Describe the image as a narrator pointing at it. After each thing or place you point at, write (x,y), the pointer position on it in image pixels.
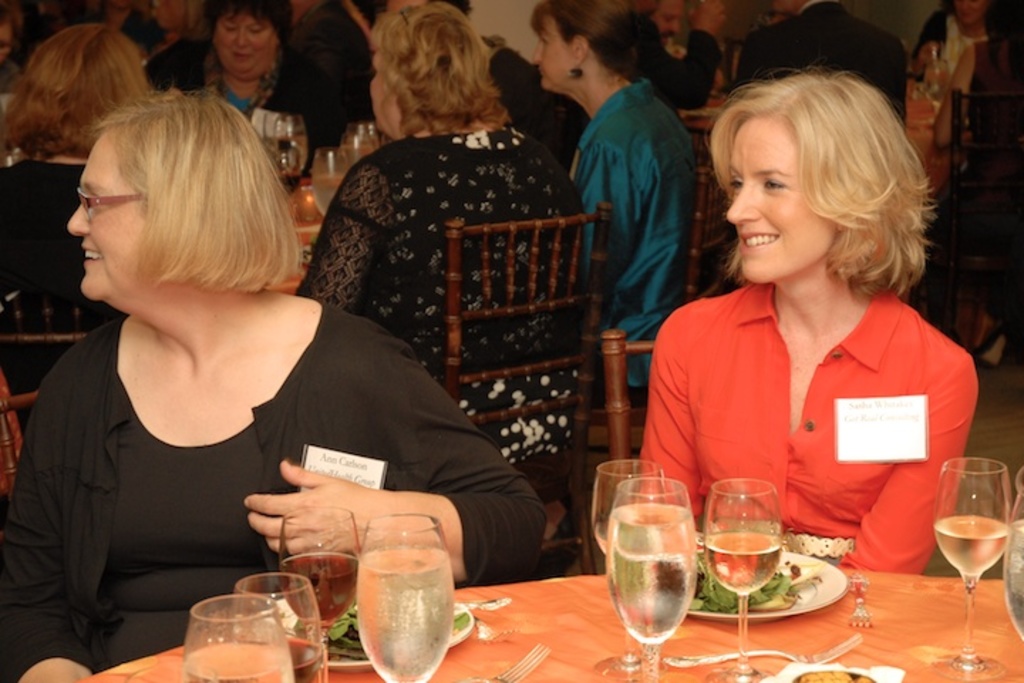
This picture describe that a inside view of the lunch party hall (853,223) in which a group of women (758,200) are sitting and enjoying the lunch (835,677), In Front table (610,602) a woman (736,383) wearing red shirt (805,443) is sitting and smiling, beside there is another woman (220,463) wearing black dress (151,491) is smiling too, On the table (371,617) we can see many water glasses (736,582), Food (732,607) in the plates (800,606), spoons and forks (491,635).
